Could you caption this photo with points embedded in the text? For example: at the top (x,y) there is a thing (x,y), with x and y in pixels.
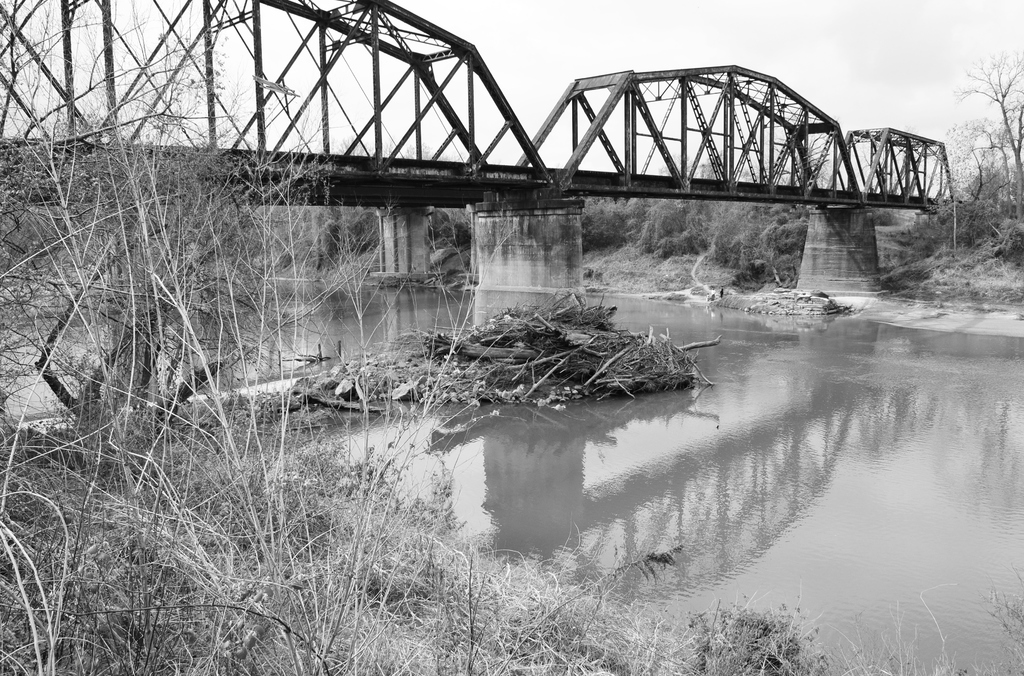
In this image there is a river (527,489) in the middle of this image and there is a bridge (421,221) on the top of this image (517,214) and there are some trees (465,211) in the background (588,249). There are some trees (155,299) on the left side of this image (147,436) as well. There is a sky (498,35) on the top of this image (604,46).
